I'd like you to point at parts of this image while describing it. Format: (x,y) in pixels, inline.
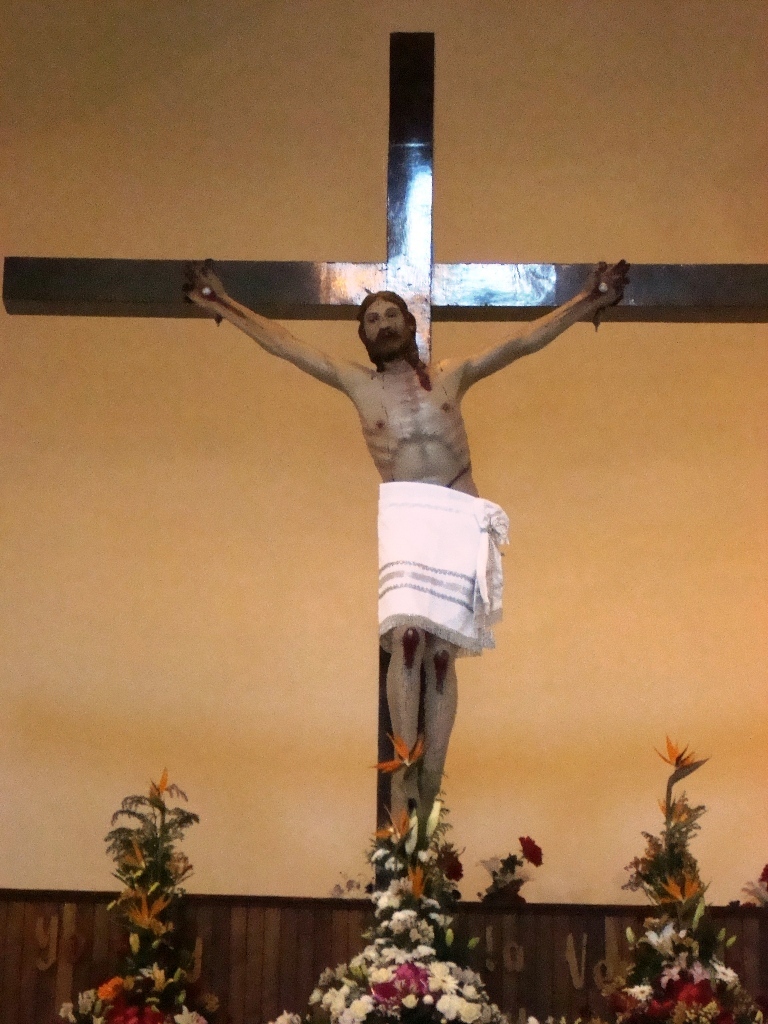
In this image I see a sculpture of a man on this cross (17,275) and I see flowers (140,966) over here which are colorful and I see the wall (12,724) which is of orange in color.
